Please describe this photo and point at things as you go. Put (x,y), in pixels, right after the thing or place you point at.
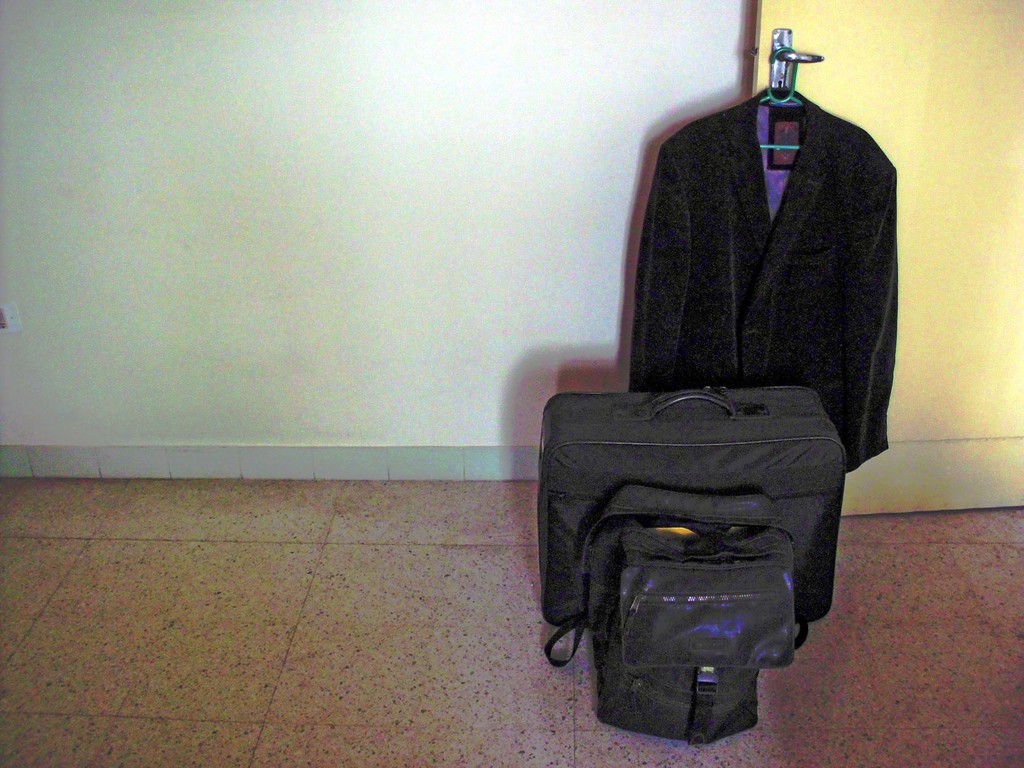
In the foreground of the picture (689,625) there are two bags (689,461). In the center of the picture (666,308) there is a blazer (693,209). On the left (20,670) there are tiles (133,521). On the top left (130,166) there is wall (290,189). On the right (987,707) there are tiles (956,688). On the top right (933,211) there is a door (949,110).
